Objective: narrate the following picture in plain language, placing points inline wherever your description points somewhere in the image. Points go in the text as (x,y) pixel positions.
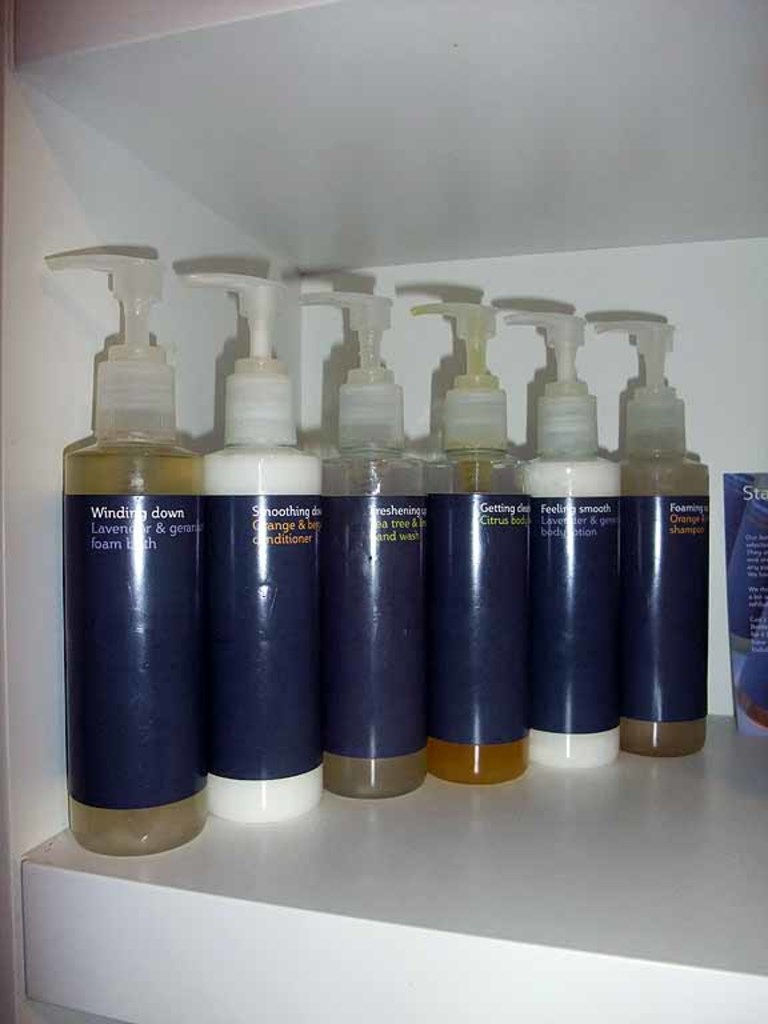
There are group of plastic bottles (409,575) placed in a shelf (48,721).
